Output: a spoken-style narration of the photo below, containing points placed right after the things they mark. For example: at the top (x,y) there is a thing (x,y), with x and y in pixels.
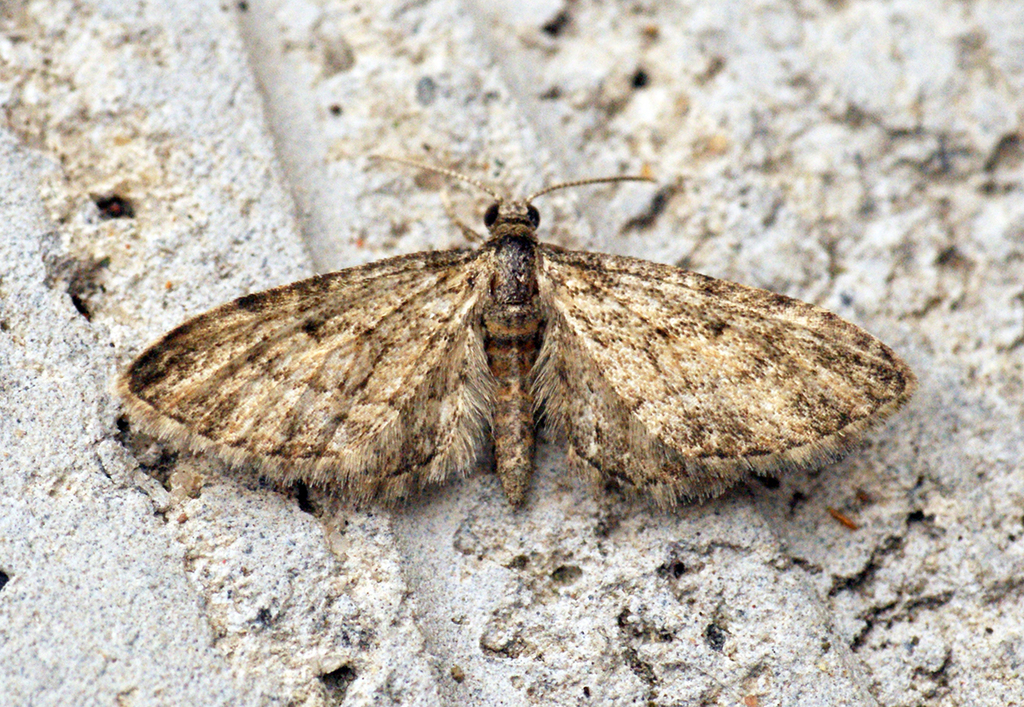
In the picture there is a moth (522,377).
